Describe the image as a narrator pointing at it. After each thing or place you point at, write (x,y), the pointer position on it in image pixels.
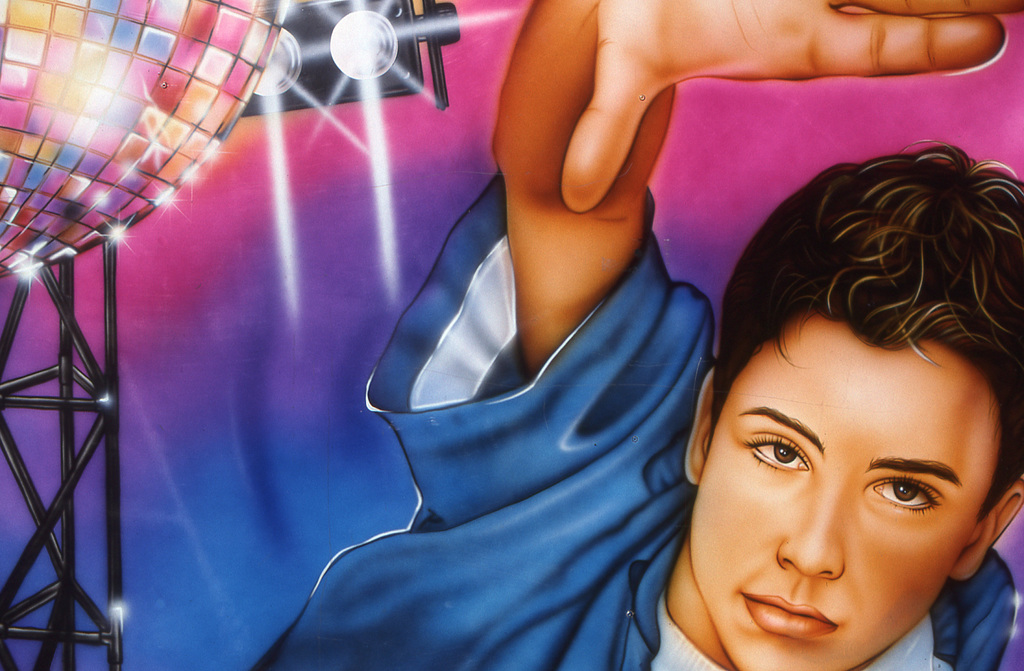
This is a painting and here we can see a man (723,506) and in the background (181,38), there are lights (281,205).
